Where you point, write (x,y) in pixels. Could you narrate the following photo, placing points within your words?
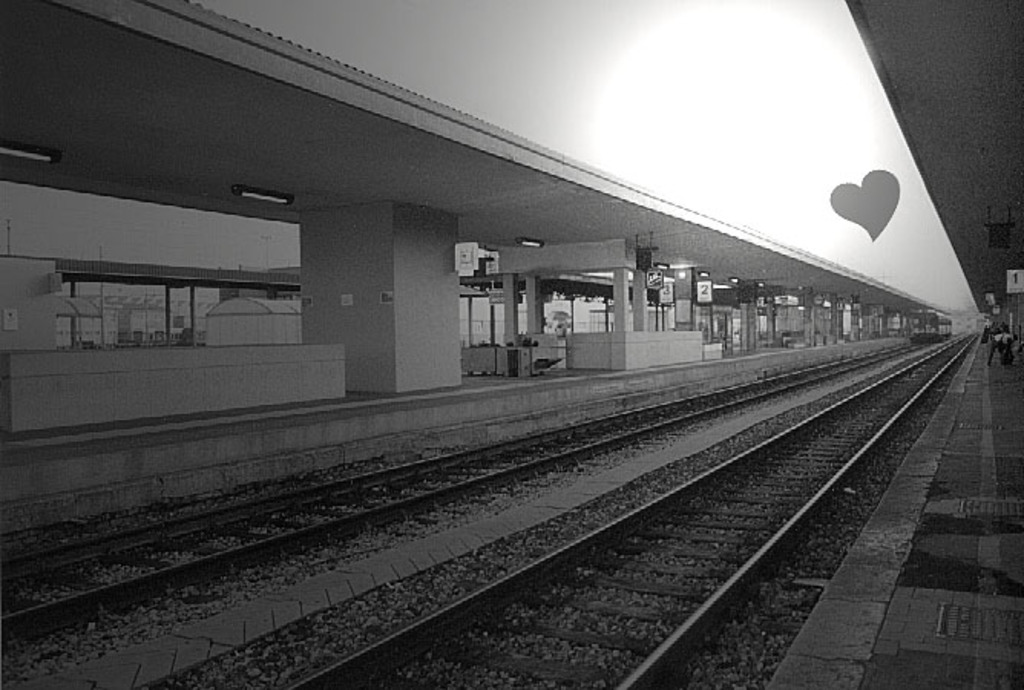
In this image we can see railway tracks (549,435). Beside the tracks (784,452) we can see the platforms (561,389). In the background (627,299), we can see the roof (175,170) and pillars (303,268). On the roof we have lights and boards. On the left side (318,257), we can see the roof (674,256) and pillars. On the right side (972,499), we can see a platform (974,484), person (1009,338), roof (1005,297) and boards (1011,286).
